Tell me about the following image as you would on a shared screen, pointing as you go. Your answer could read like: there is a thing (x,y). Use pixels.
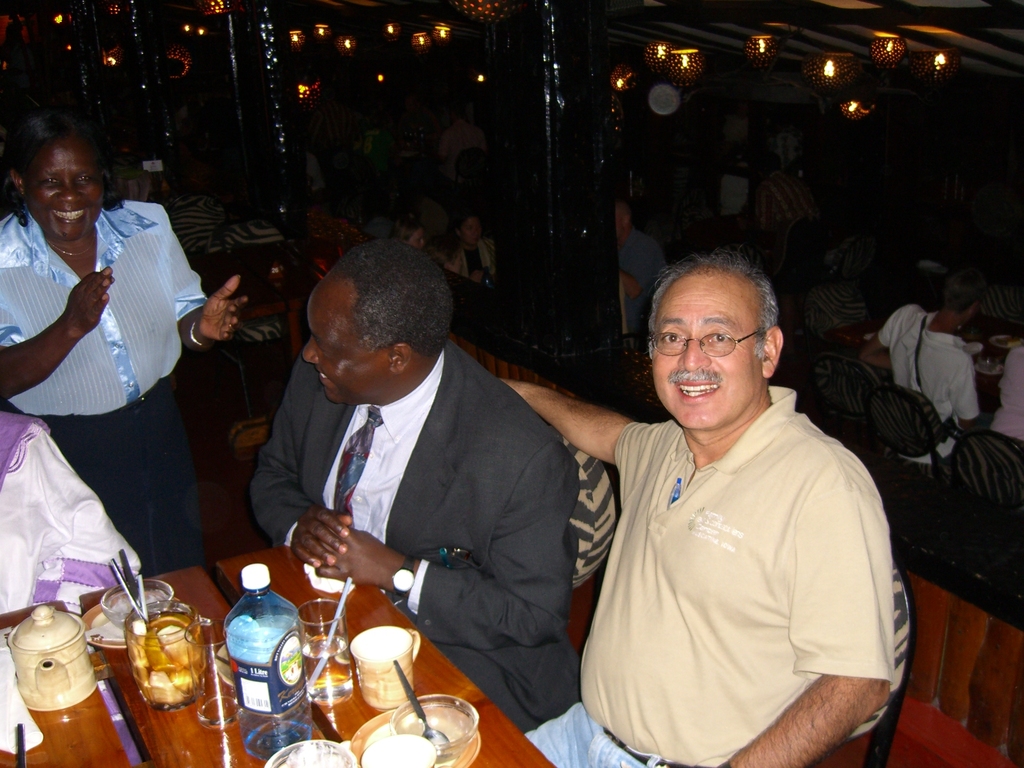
In this image few persons (609,764) are sitting before a table (317,703) having kettle (75,685), plate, glasses (319,658), jar (156,671) and cup (377,682) are on it. Glass (338,665) and jar (182,682) are filled with drink (178,647) and having a straw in it. Plate (108,637) is having a bowl (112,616) which is having a spoon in it. A person (414,533) wearing a black suit (433,509) is wearing a tie (353,472). He is sitting on the chair (582,535). Beside there is a person (117,491) standing on the floor (221,517). Few lights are attached to the roof (707,58).
